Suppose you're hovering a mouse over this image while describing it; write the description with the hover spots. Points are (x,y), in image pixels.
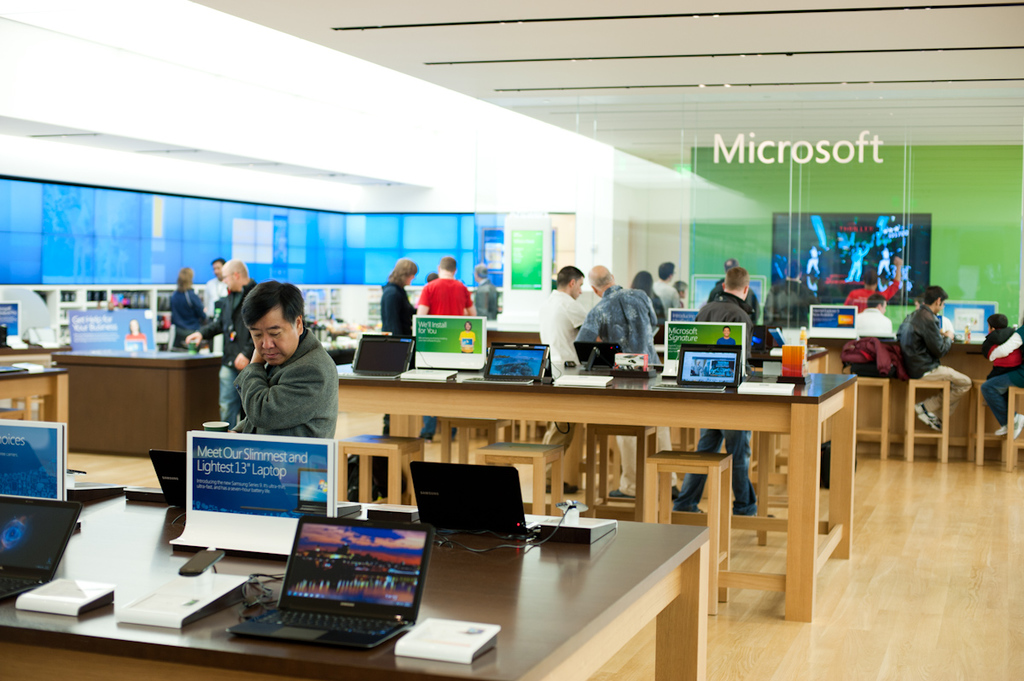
In this image we can see many laptops (62,535) are placed on the table (580,397) and this people (891,296) are standing near the table (567,407).
